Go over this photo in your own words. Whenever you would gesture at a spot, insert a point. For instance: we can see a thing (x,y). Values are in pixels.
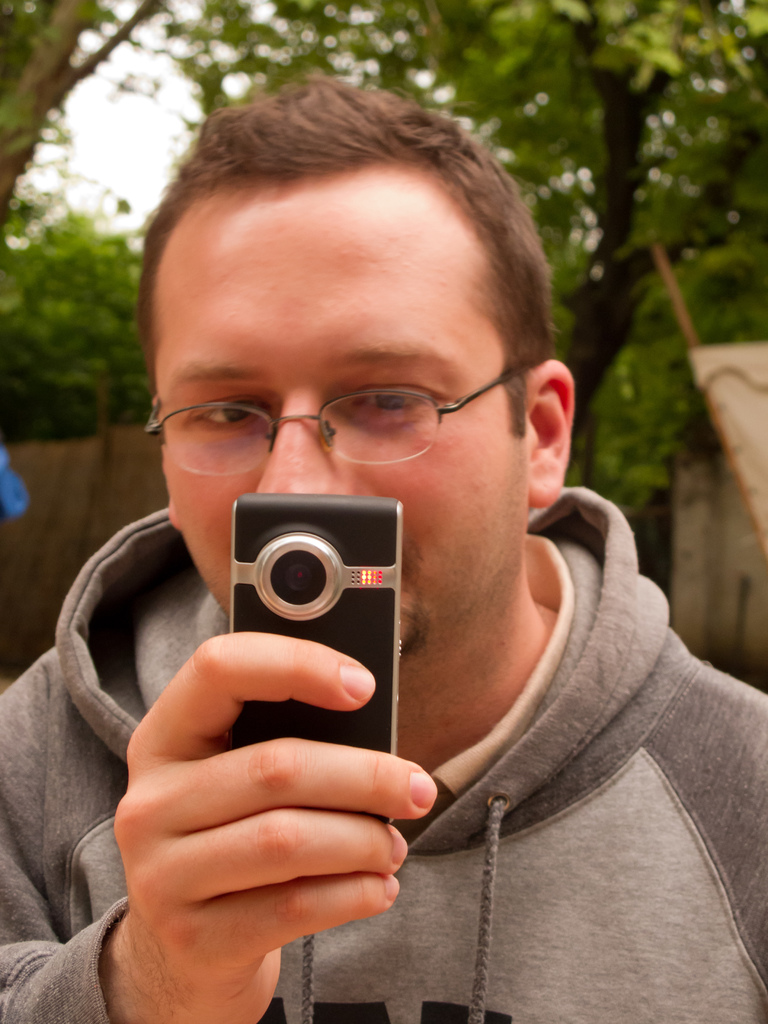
In this image there is a person (341,473). There is a phone (375,663). There is a wall (706,575) in the back side (700,532). There are trees (737,265) in the background (757,265). There is a sky (56,114).
